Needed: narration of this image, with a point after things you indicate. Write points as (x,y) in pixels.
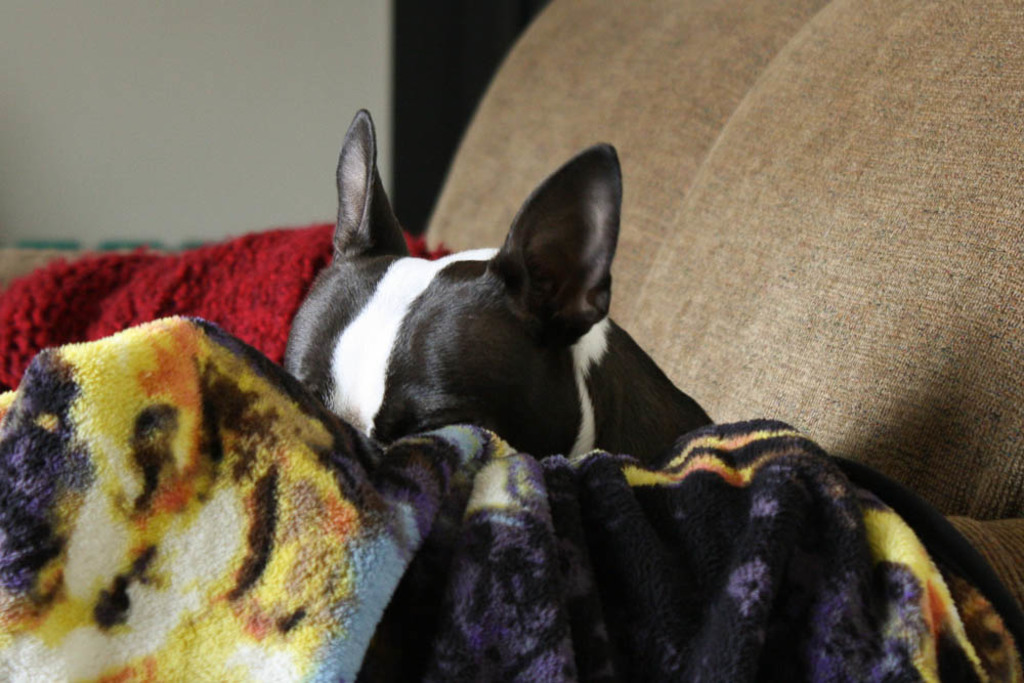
In this picture there is a dog (549,323) which is in black and white color is on the sofa (690,367) and there are some other objects (286,285) in the background (214,280).
